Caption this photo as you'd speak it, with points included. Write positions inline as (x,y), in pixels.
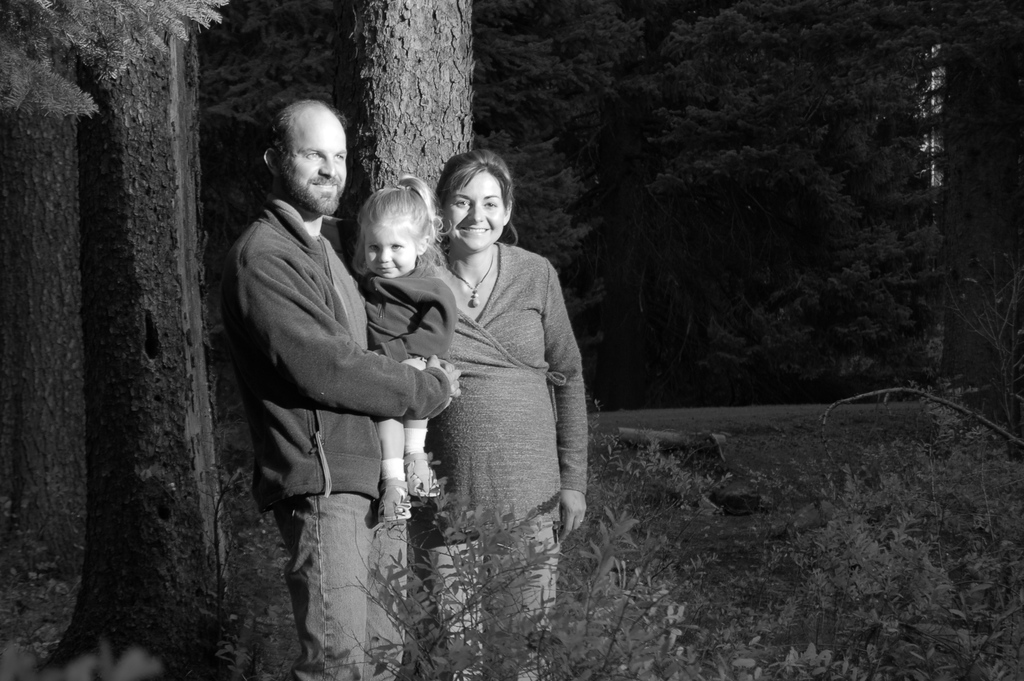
There is one man (355,304) holding a kid (370,295) and a woman (518,270) standing as we can see in the middle of this image (554,338). We can see trees (522,137) in the background (603,175) and there are plants (923,641) present at the bottom of this image (576,632).
